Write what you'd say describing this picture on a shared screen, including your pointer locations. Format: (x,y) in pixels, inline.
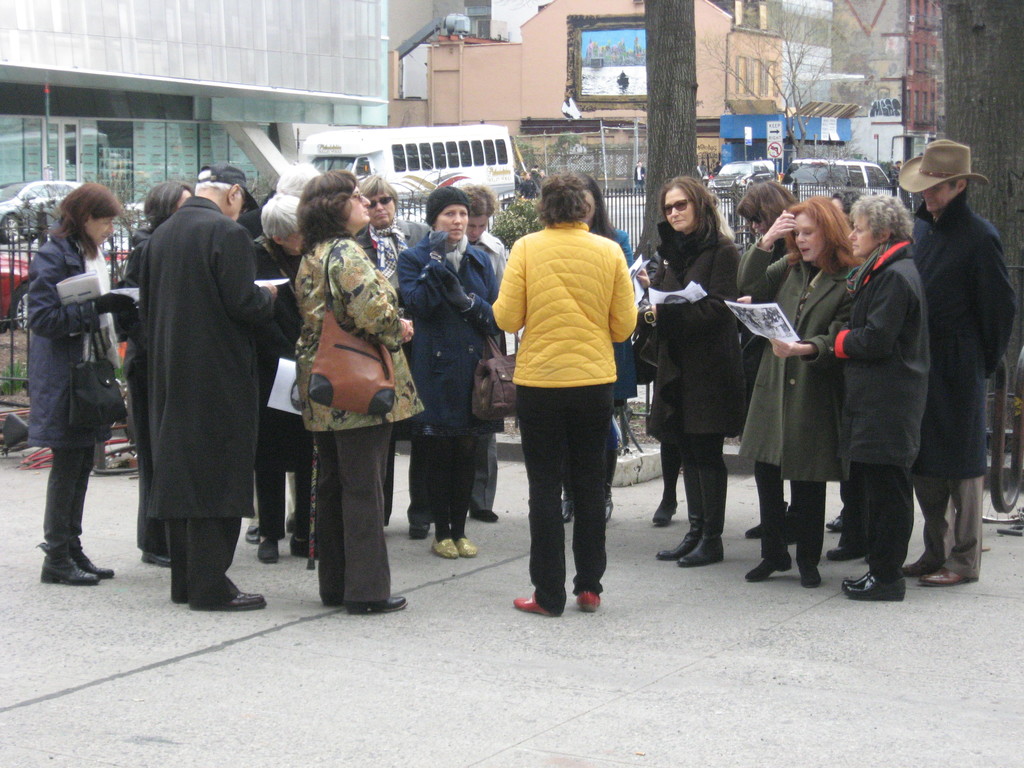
In this image we can see a group of people (459,352) standing on the ground (408,525). In that some people (721,364) are holding the papers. On the backside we can see a group of buildings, some vehicles (440,187), a fence (494,217) and the bark (659,178) of the trees (647,189).
